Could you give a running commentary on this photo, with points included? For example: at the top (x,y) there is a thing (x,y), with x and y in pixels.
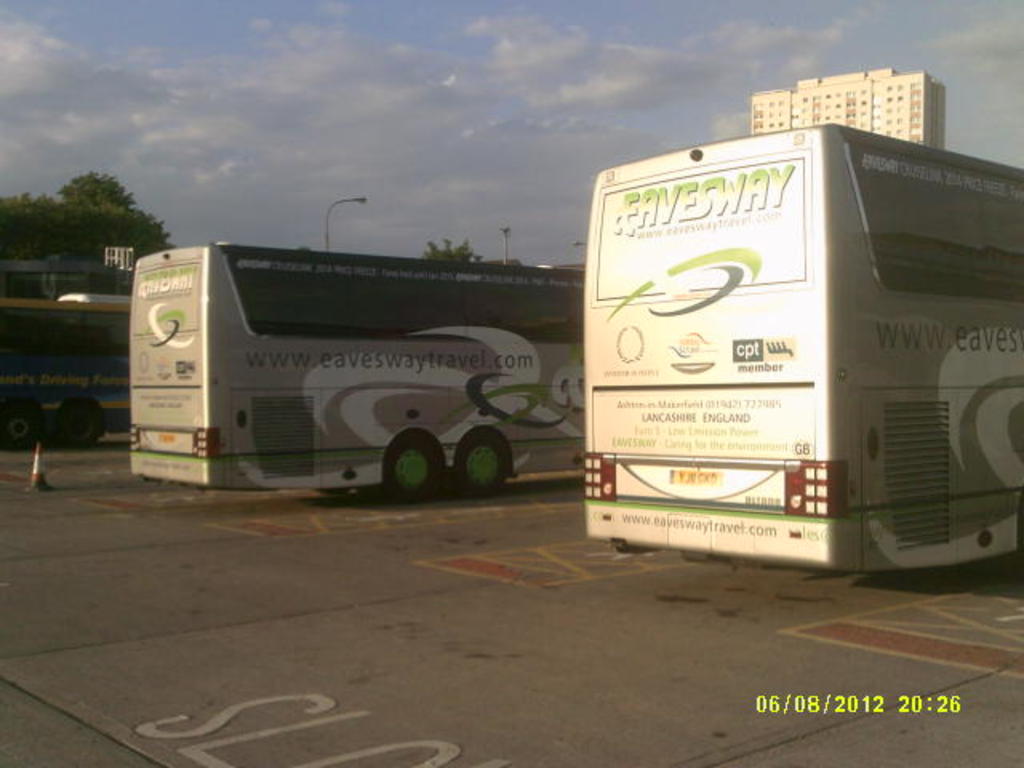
We can see buses (492,443) and traffic cone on the road (666,670). In the bottom right side of the image (769,706) we can see date (818,701) and time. In the background (244,161) we can see trees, poles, light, building (895,84) and sky (338,129).
